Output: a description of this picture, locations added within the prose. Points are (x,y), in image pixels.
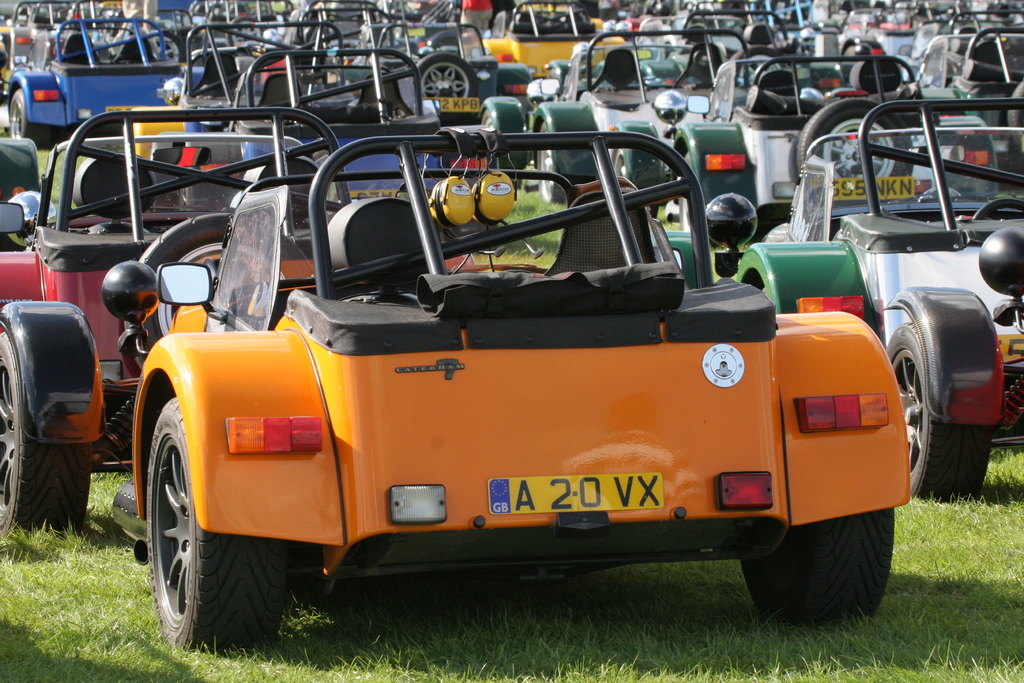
In this picture we can see so many vehicles (592,155) are parked on the grass (900,630).
